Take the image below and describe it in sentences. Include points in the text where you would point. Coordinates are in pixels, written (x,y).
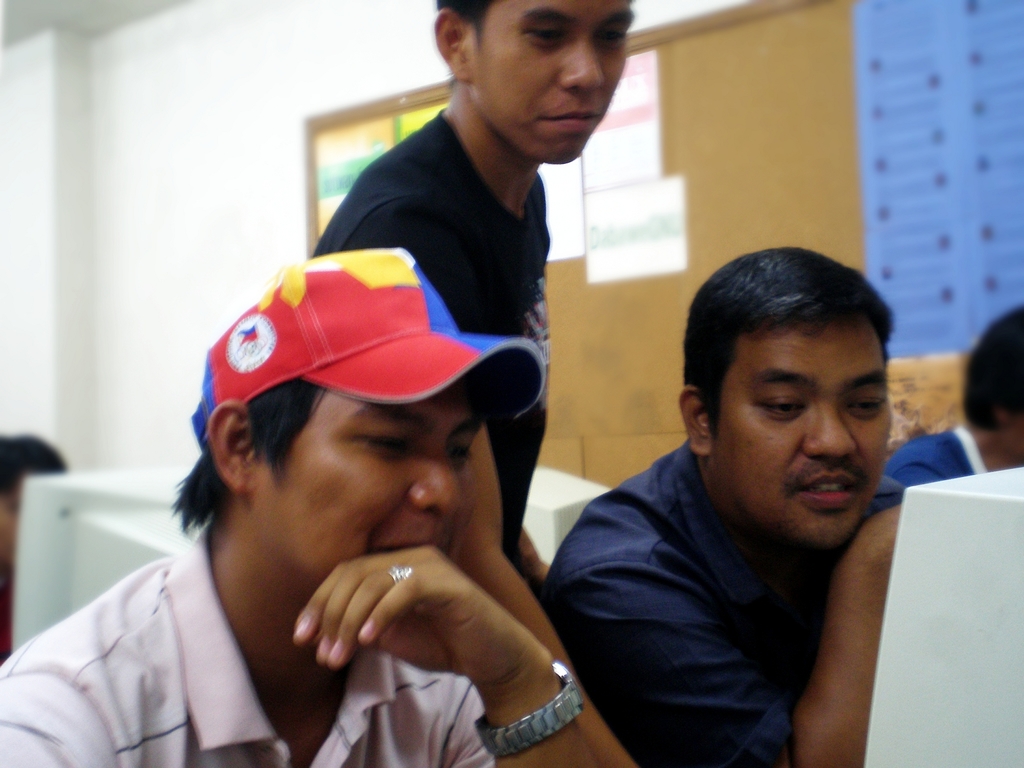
There are three persons (741,505) sitting and there is another person (488,226) standing behind them and there is a board (801,153) which has few papers (873,138) attached to it in the right corner (900,148).
